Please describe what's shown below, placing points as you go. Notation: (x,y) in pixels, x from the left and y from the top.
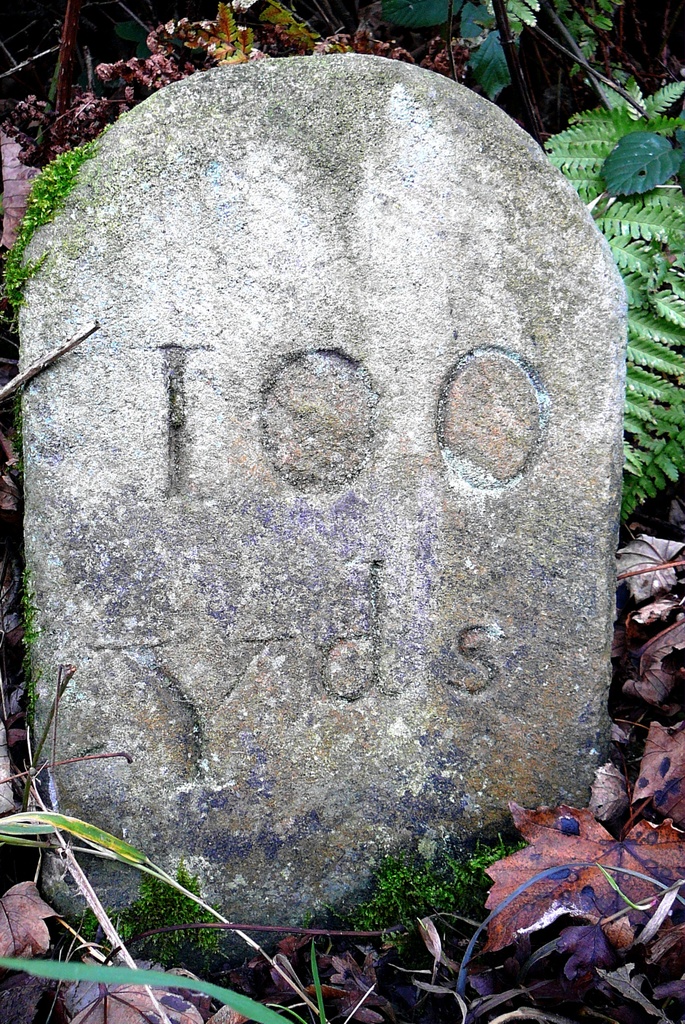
This is the picture of a stone marker (299,346) and behind there are some plants (29,730) and leaves (145,988).
